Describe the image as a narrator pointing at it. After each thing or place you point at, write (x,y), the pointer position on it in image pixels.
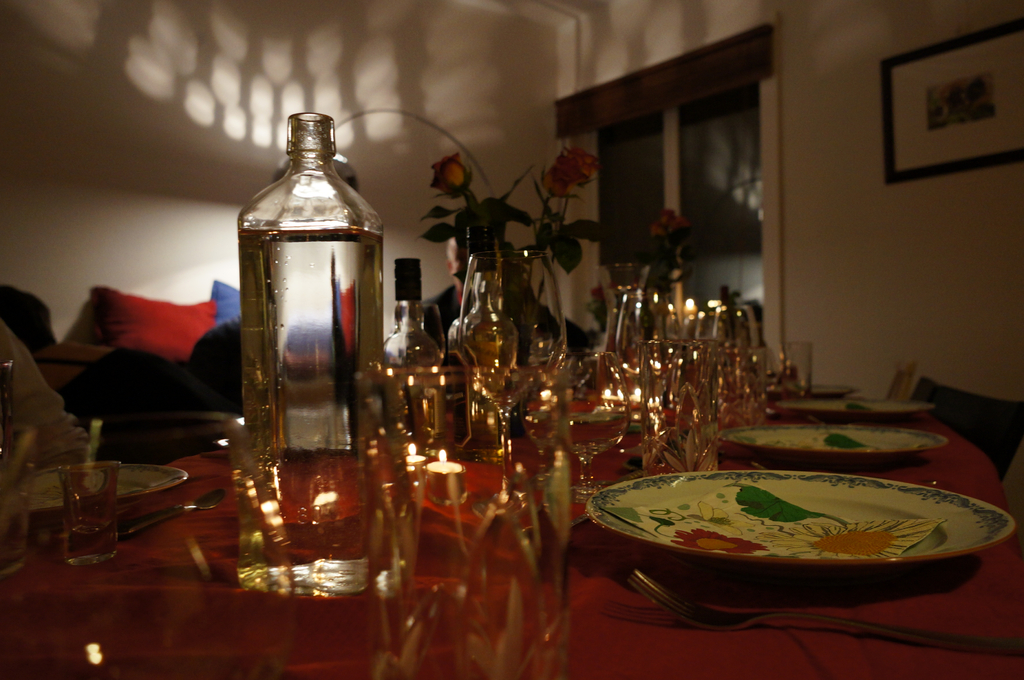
The picture is clicked inside a room (901,307). In the front of the image (643,631) there is a table (631,652) and on it there are candles (453,480), water bottles (363,412), alcohol bottles (432,354), glasses (652,424), plates (754,511), spoons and flower vases (517,292). There are people (455,314) sitting at the table (653,649). Behind them there are cushions (170,321). There is a picture frame (895,127) hanging on the wall (828,146). In the background (345,76) there is wall (379,75) and a glass window (684,167).
